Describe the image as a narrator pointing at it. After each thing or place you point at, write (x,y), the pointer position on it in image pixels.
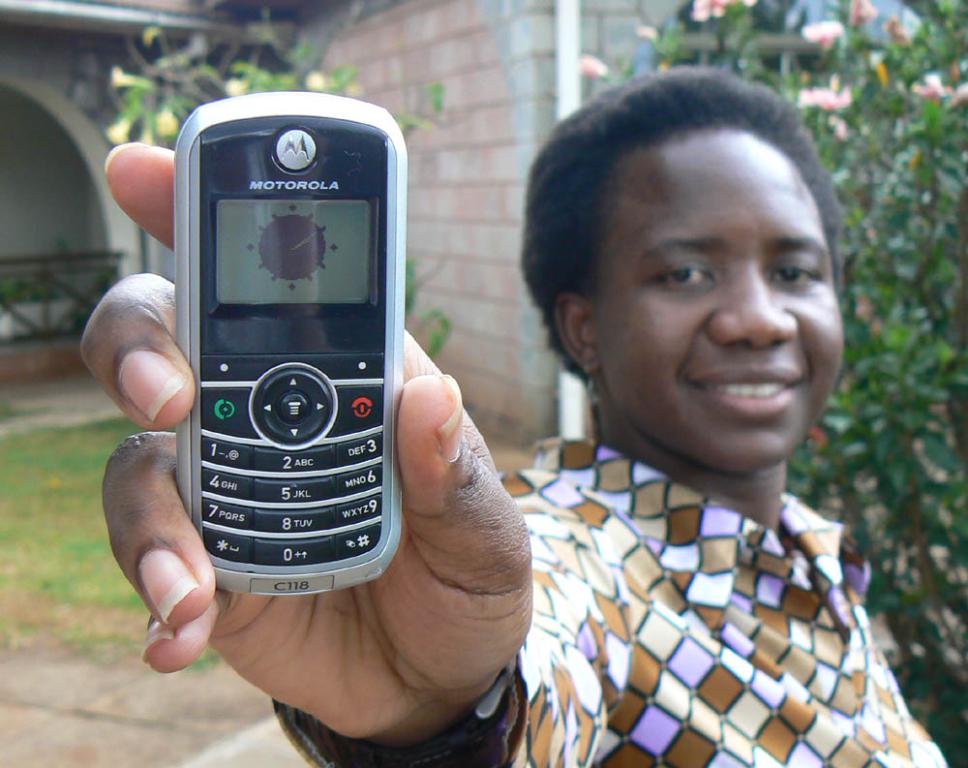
This picture shows a woman (660,617) holding a mobile (316,475) in her hand (170,638) and we see trees (936,240) and a building (511,169) and we see grass (73,494) on the ground (18,459).
